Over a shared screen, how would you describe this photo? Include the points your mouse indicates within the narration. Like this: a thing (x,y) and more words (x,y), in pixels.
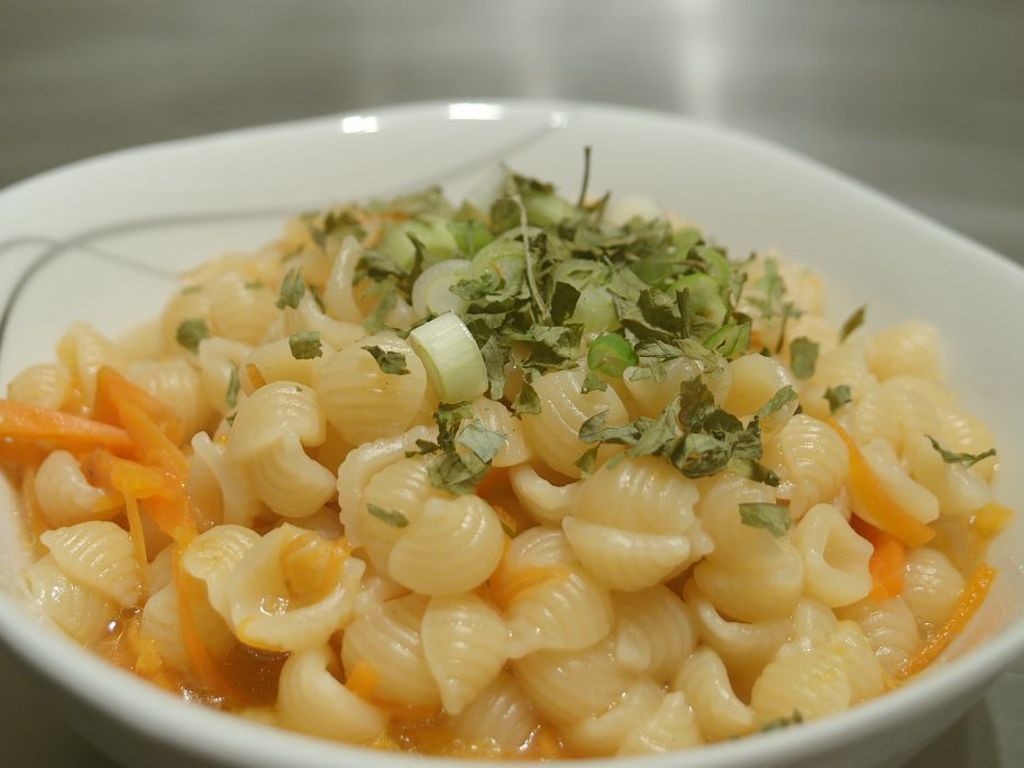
In this image we can see some food item (787,574) which is placed in a bowl (25,252) and there are some coriander leaves (639,239) on it.
